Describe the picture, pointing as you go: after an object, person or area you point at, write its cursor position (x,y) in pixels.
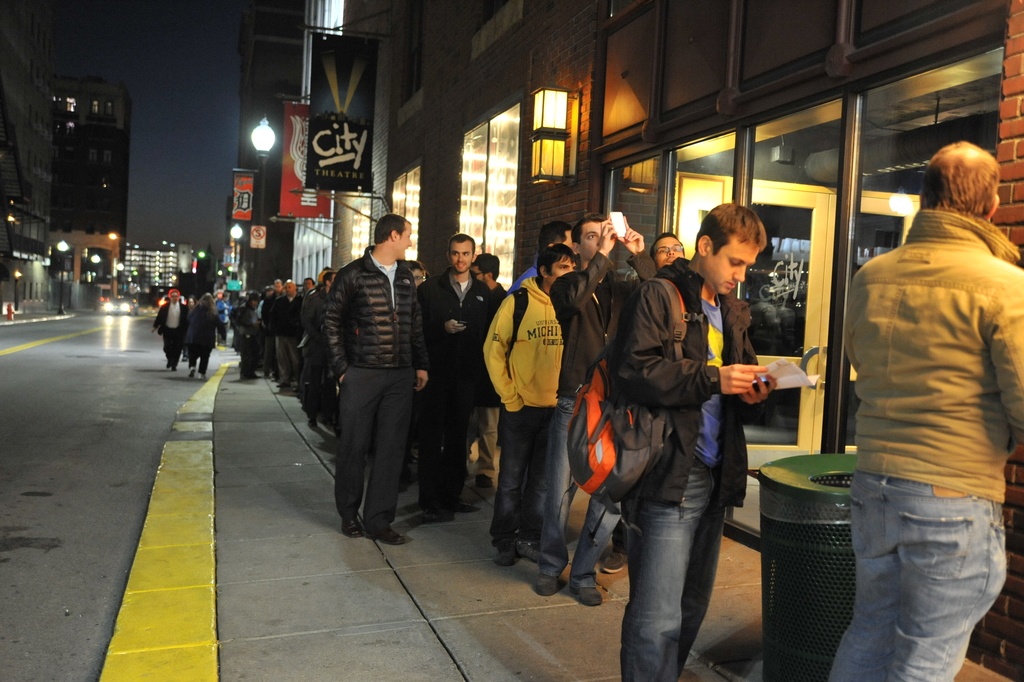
In this image we can see some people (635,264) standing in a queue (358,315) in front of the building (534,39) and there are few people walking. We can see a vehicle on the road (80,313) and there are some buildings (74,198) and we can see few banners (291,214) with text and there is a dustbin (778,555) on the right side of the image (788,494).
